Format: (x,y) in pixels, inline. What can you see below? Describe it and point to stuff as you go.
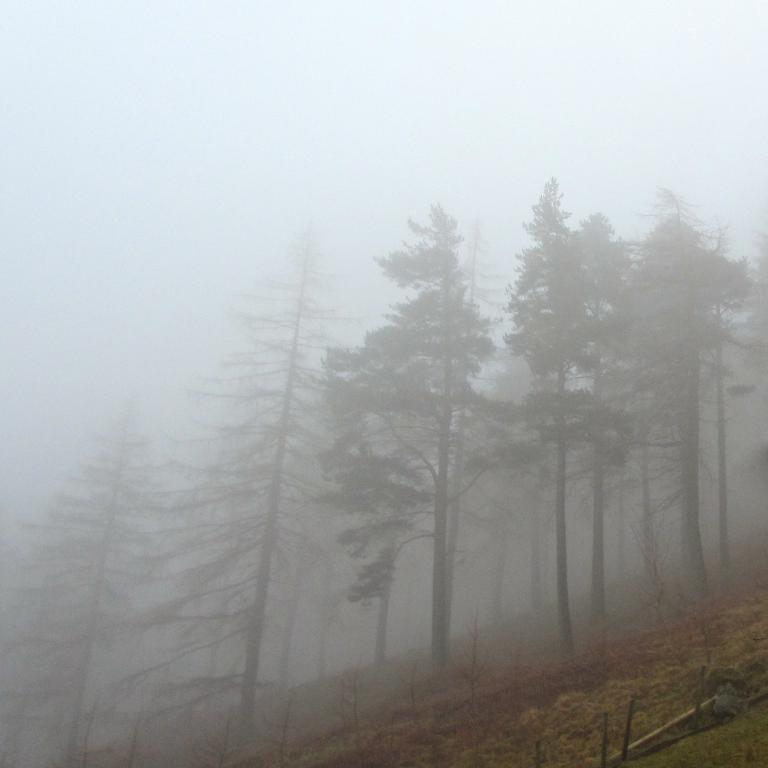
In this picture we can see some plants (635,704) at the bottom (740,726), in the background (382,373) there are some trees (516,491), we can also see fog (479,237) in the background (376,324).
